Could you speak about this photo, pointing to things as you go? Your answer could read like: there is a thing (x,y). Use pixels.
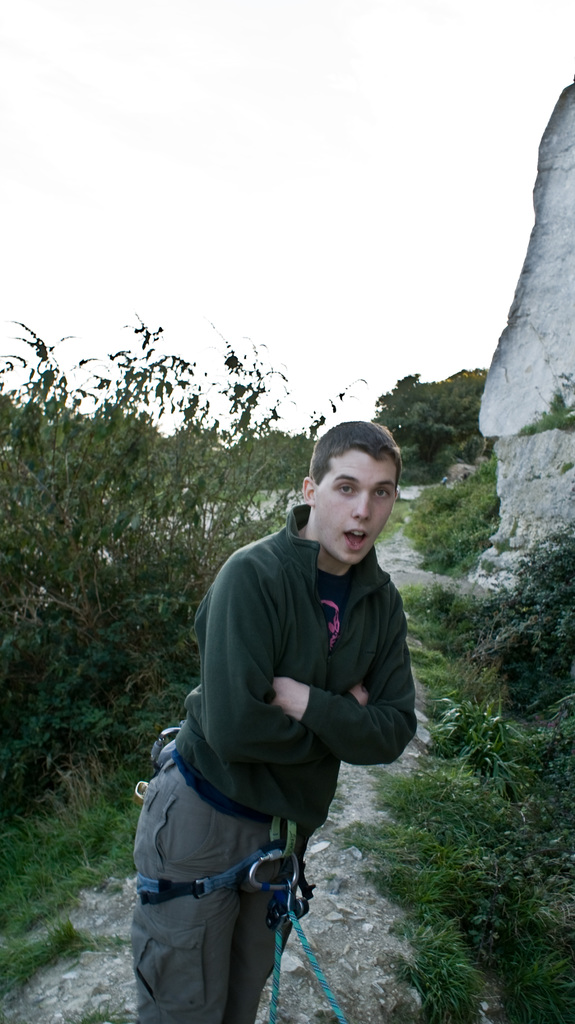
This picture is taken from outside of the city. In this image, in the middle (375,452), we can see a man (172,763) standing on the land (265,1016). On the right side (539,183), we can see some rocks (550,334), trees (540,642) and plants (498,955). On the left side (122,407), we can also see some trees (172,450) and plants (182,619). In the background (255,456), we can also see some trees (427,445) and plants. At the top (365,278), we can see a sky (415,272), at the bottom (519,815), we can see some grass (448,844) and a land (403,945) with some stones (45,1004).
